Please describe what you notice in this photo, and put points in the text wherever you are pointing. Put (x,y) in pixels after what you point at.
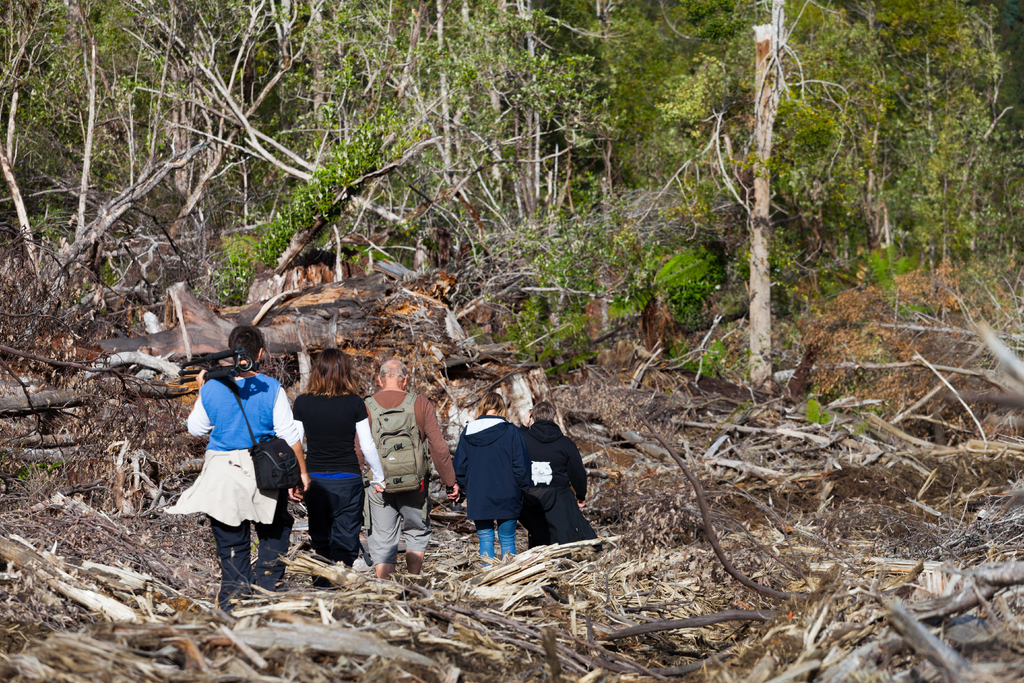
In this image we can see some people (401,496) are walking on the dried leaves (681,527) and branches (594,565). We can also see trees (765,328) and the bark (756,318) of the trees (757,365) on the background (752,347).
